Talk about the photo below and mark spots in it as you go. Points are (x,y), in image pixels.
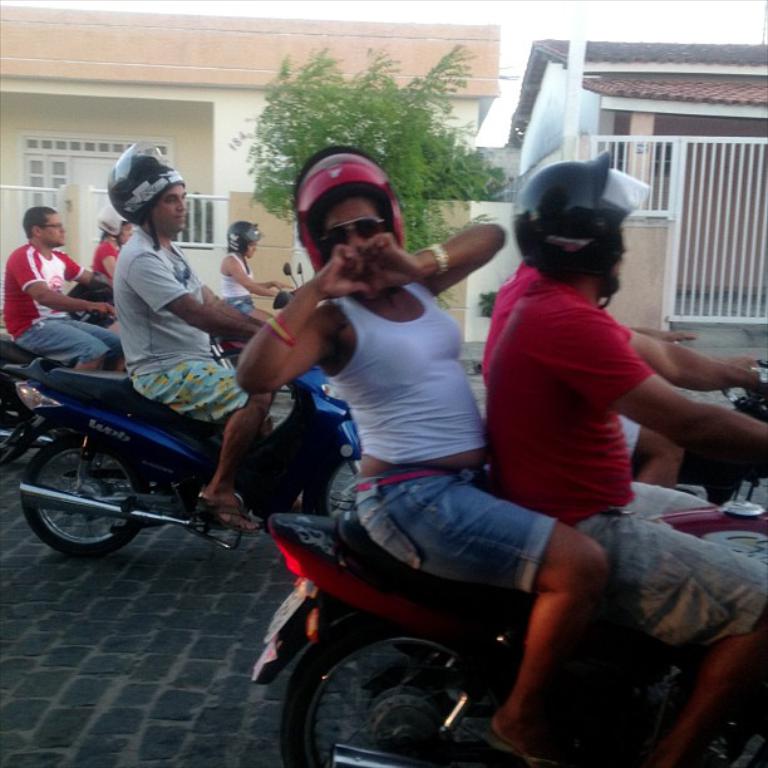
In this picture we can see some people (145,241) wore helmets (533,229), goggles (369,225) riding bikes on road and some are sitting at back of them and in background (208,136) we can see houses (541,154), fence (89,192), trees (271,143), door (103,170).
